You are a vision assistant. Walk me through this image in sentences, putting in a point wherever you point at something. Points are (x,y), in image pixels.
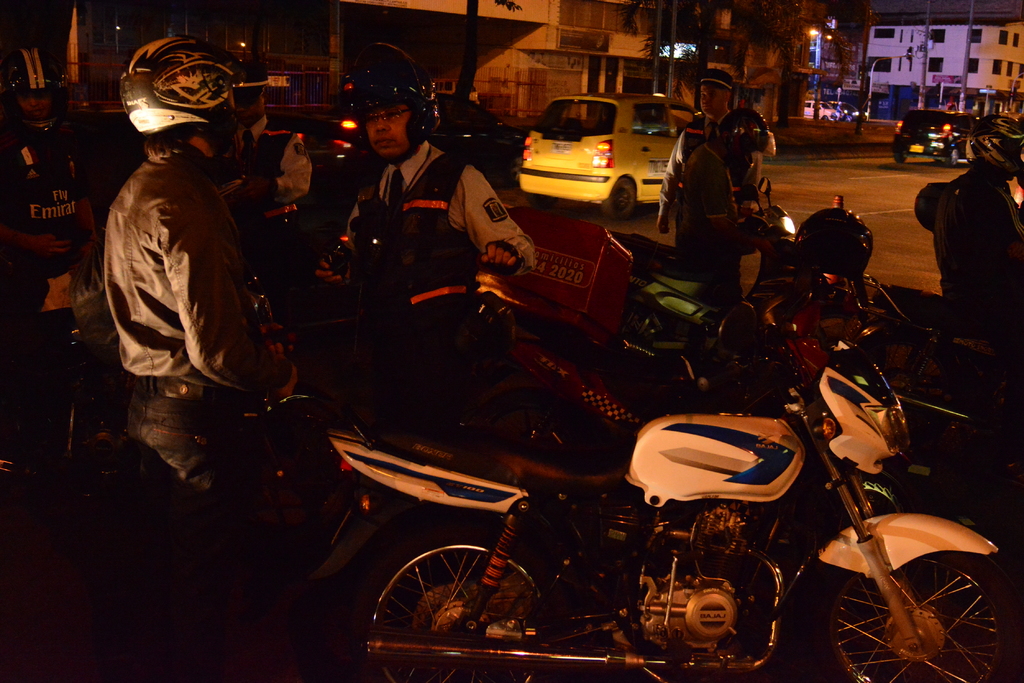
In this picture we can see bikes (683,479) and some people (46,232) in the front (413,283), there are cars (956,141) in the middle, in the background (1019,53) we can see buildings (1007,58), trees (632,26) and poles (966,47), four persons (25,223) in the front (353,329) are wearing helmets (756,129).
